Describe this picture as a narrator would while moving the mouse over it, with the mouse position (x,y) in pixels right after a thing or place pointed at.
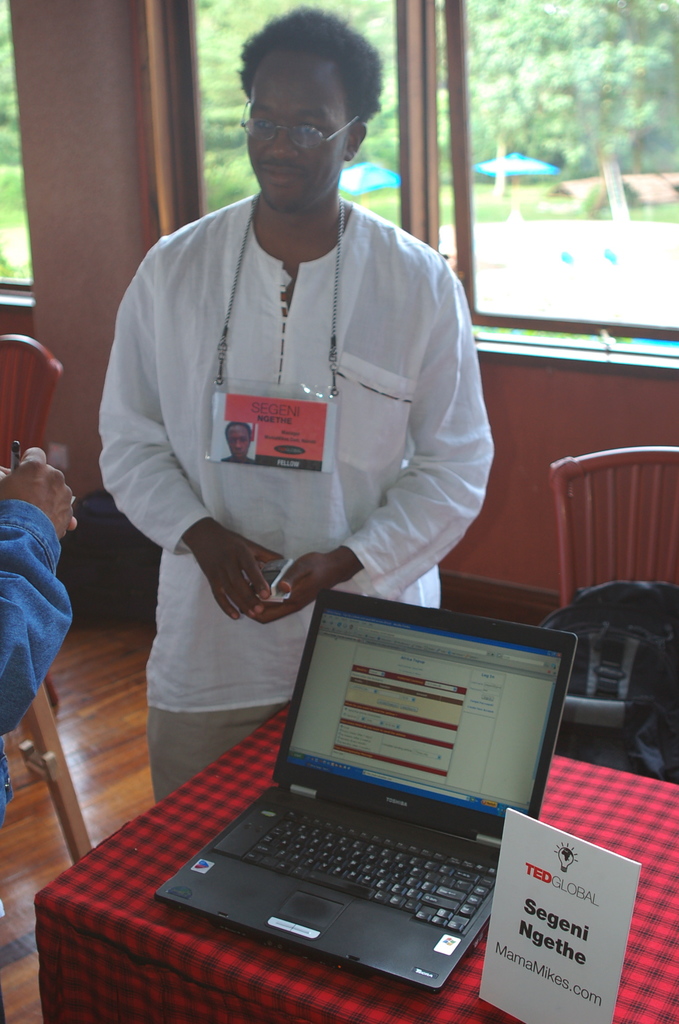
In the picture there is a man (289,488) stood beside a table (166,815) on which there is a laptop (388,762) and background of him there are chairs (626,449) and over the wall (619,442) there is glass window (485,214).
